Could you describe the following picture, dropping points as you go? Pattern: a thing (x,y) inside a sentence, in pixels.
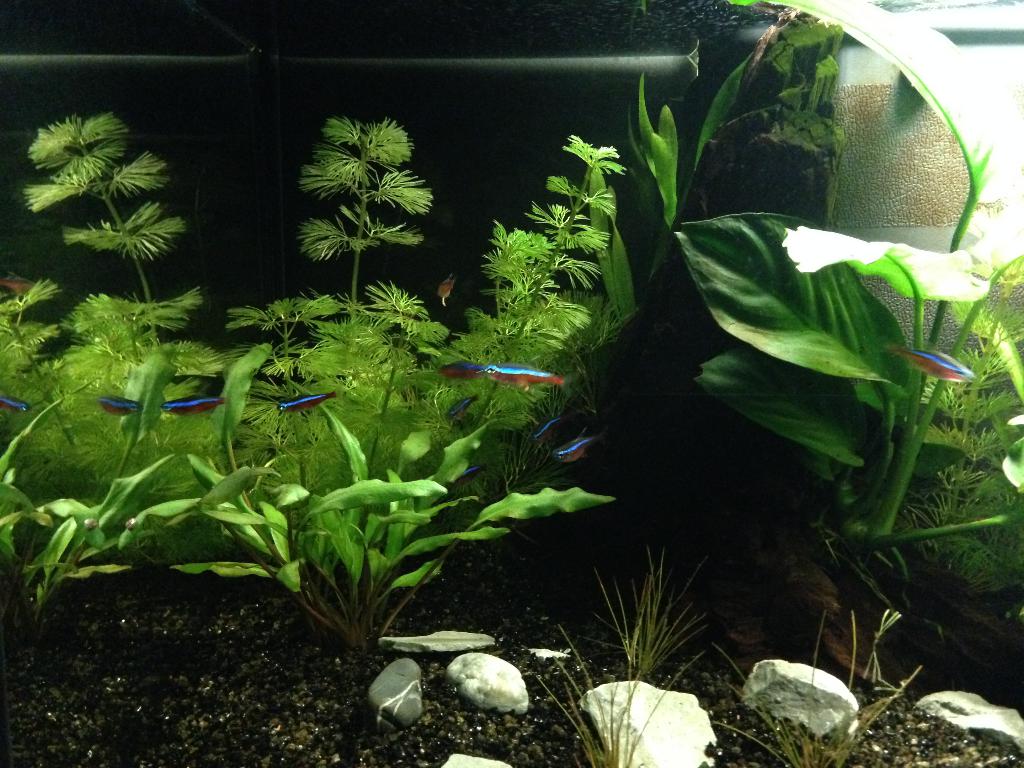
In this image I can see there is a soil (428,749) and a stone (680,740). And there are fishes (514,374) and plants (34,303). And there is a rod (626,61) in it. And it looks like an aquarium (554,100).
